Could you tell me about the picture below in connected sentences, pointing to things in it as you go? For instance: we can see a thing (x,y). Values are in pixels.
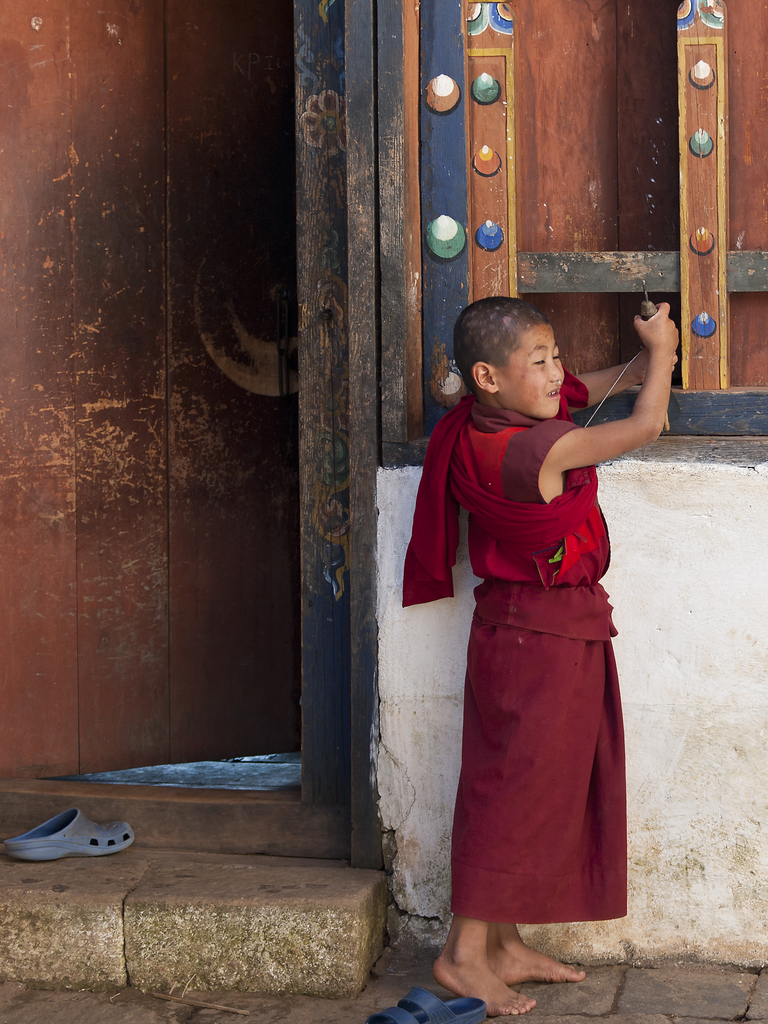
This picture shows a boy (564,571) standing and we see a window (636,279) and a door (292,535) and couple of slippers (454,1008) on the ground (356,1017).
